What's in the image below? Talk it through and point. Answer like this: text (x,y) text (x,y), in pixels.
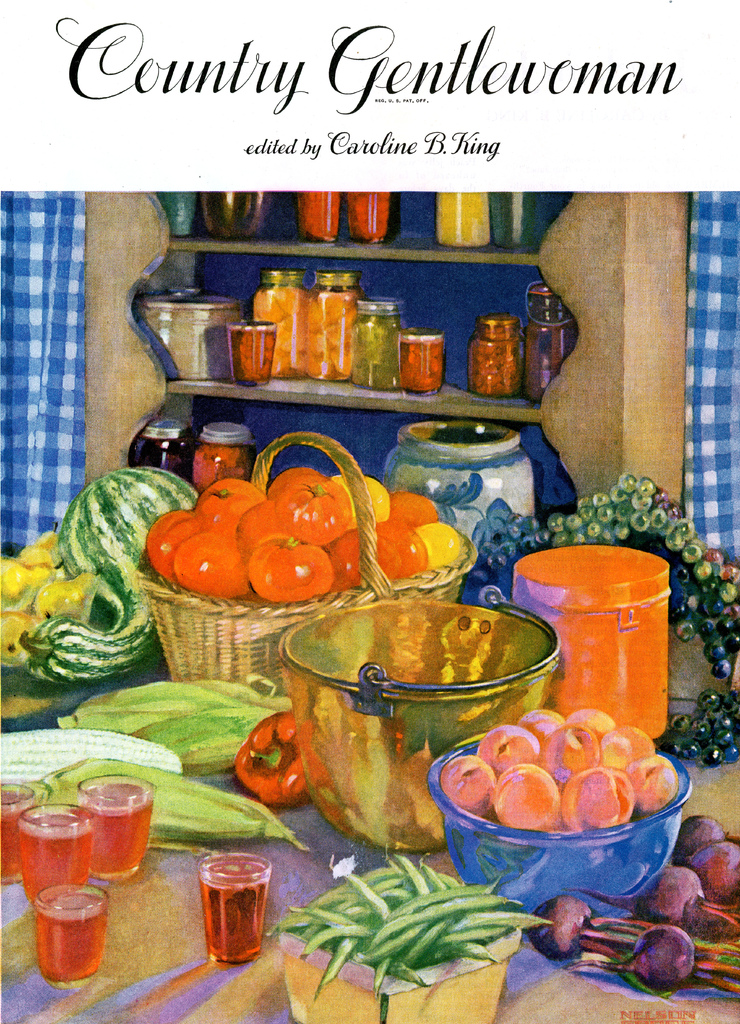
This image is a poster in which there are vegetables (65,660) and other fruits (154,504) on the table (192,912). At the top of the image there is some text (598,79).
